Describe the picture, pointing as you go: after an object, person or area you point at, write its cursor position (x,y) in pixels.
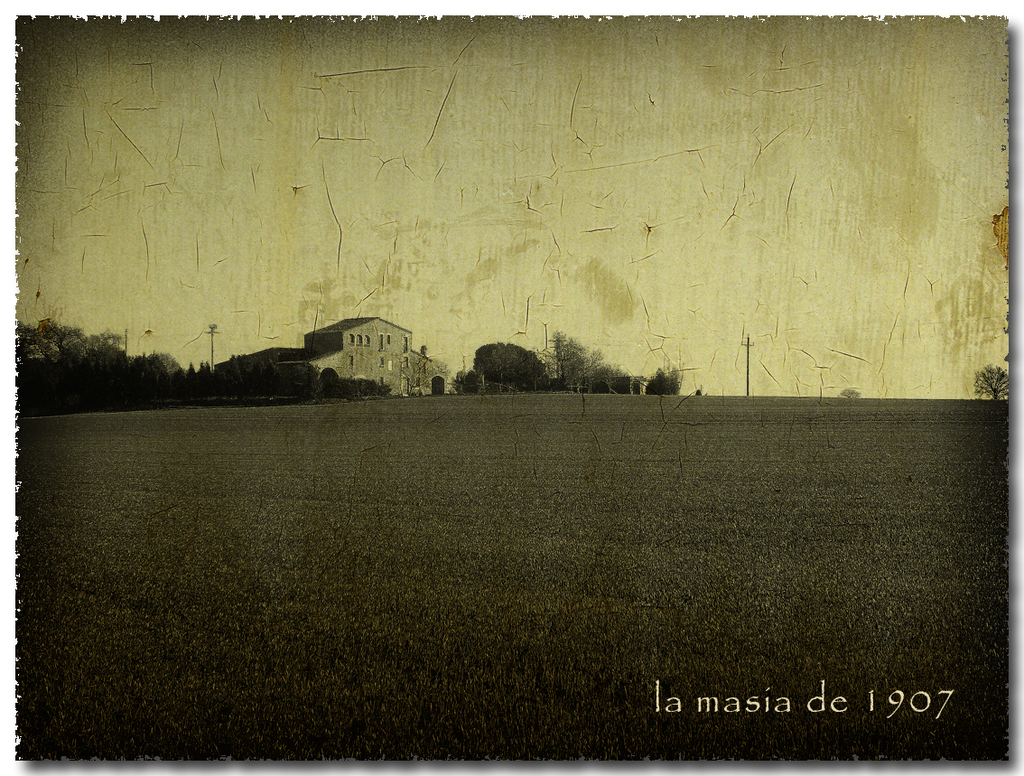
This image consists of poster (669,491) of an image of a house (337,359), trees (125,372) and plants (466,393).
